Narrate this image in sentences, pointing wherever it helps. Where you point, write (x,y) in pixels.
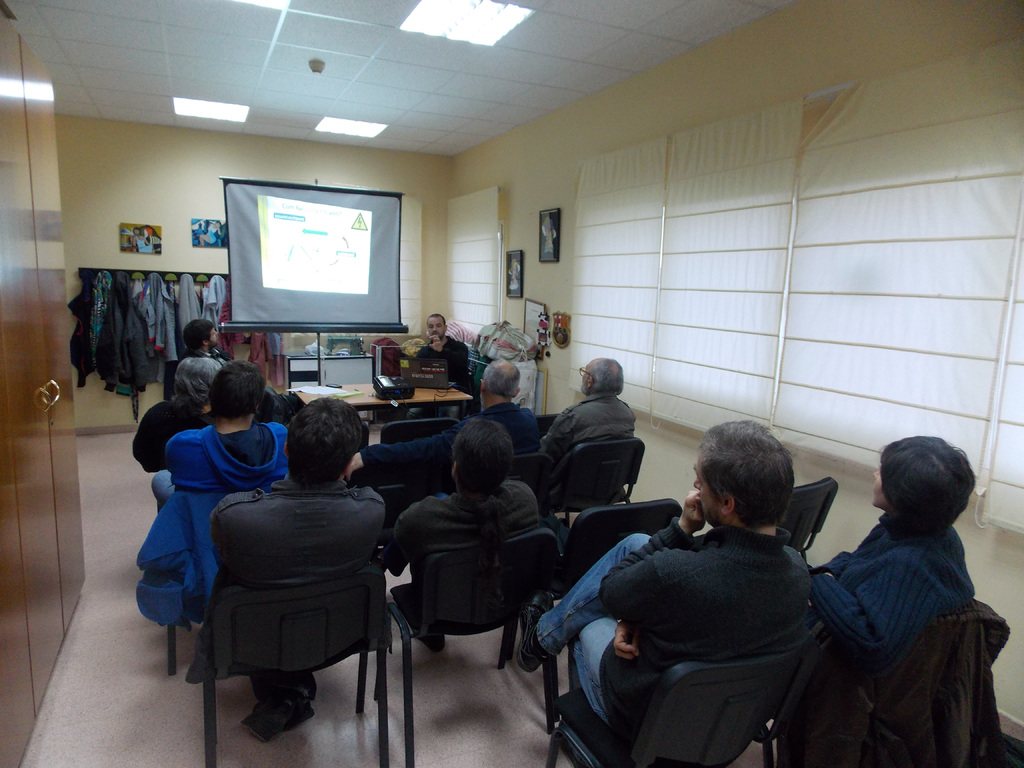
In this picture we can see a group of people (328,536) sitting on chairs (552,545), there is a man (448,358) sitting in front of the table (432,390) and we can see a projector screen (326,254) in the background (315,265), we can see a projector (397,388) on the table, in the background (137,169) there is a wall (152,177) and some of the photo frames (152,241) are here and we can also see some clothes (150,326) here, on the left side of the image (54,412) we can see some cupboards (33,347) on the right side of the image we can see some portraits (516,275) there are some of the lights (462,1) on the ceiling (346,20).
